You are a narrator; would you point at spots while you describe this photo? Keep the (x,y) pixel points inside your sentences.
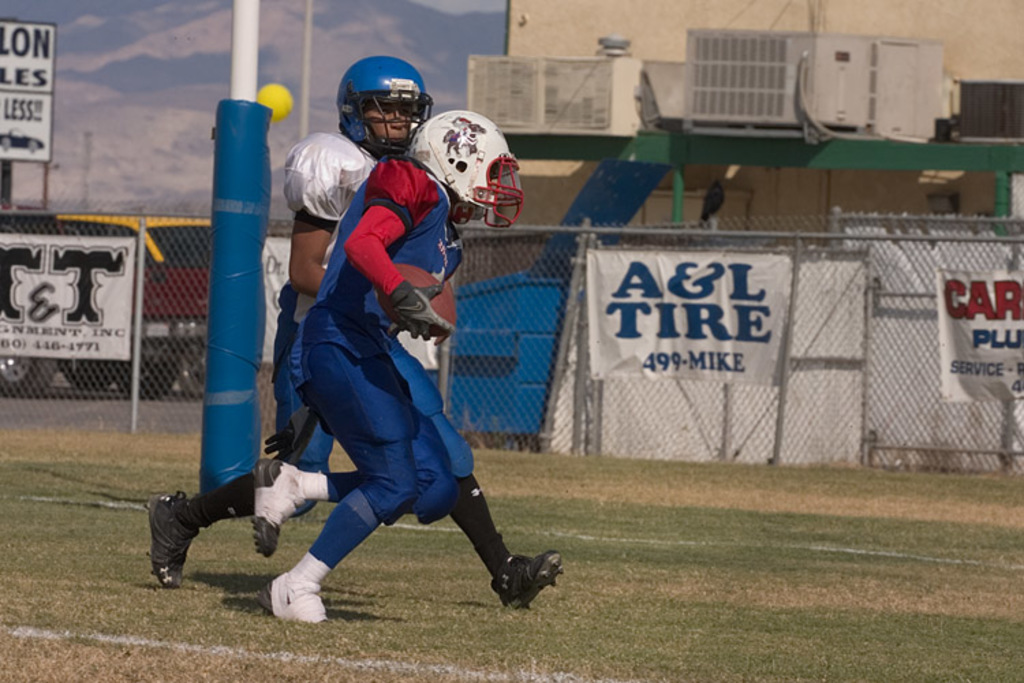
The man (409,286) in blue T-shirt (328,328) who is wearing a white helmet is holding a football (386,295) in his hand (400,297). Behind him, we see a man (330,146) in white T-shirt (317,204) is running behind the man (315,365). Behind them, we see a pole (244,434) and behind that, we see a fence (199,291). We see white banners (648,346) with some text (41,294) written on it. On the right side (937,37), we see a building (595,19). On the left side (29,79), we see a board (30,116) with some text (25,105) written on it. At the top of the picture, we see the sky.
